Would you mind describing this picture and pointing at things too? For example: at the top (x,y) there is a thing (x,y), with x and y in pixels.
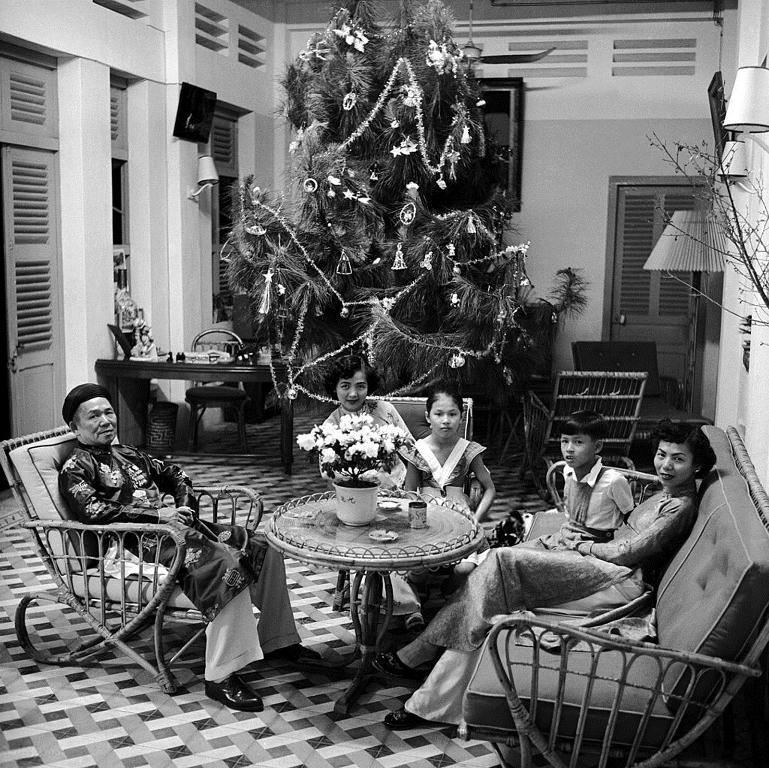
This picture is clicked inside the room (417,123). In this picture, man (189,551), two women (565,562) and two children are sitting on chair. In front of them, we see a table (388,526) on which flower pot (336,467) and cup (416,503) are placed. Behind them, we see Christmas tree (308,281) and beside that, we see lamp (696,242). Behind the tree (469,160), we see wall (608,160), windows (637,226). And picture (200,92) is placed on the wall (542,137).
